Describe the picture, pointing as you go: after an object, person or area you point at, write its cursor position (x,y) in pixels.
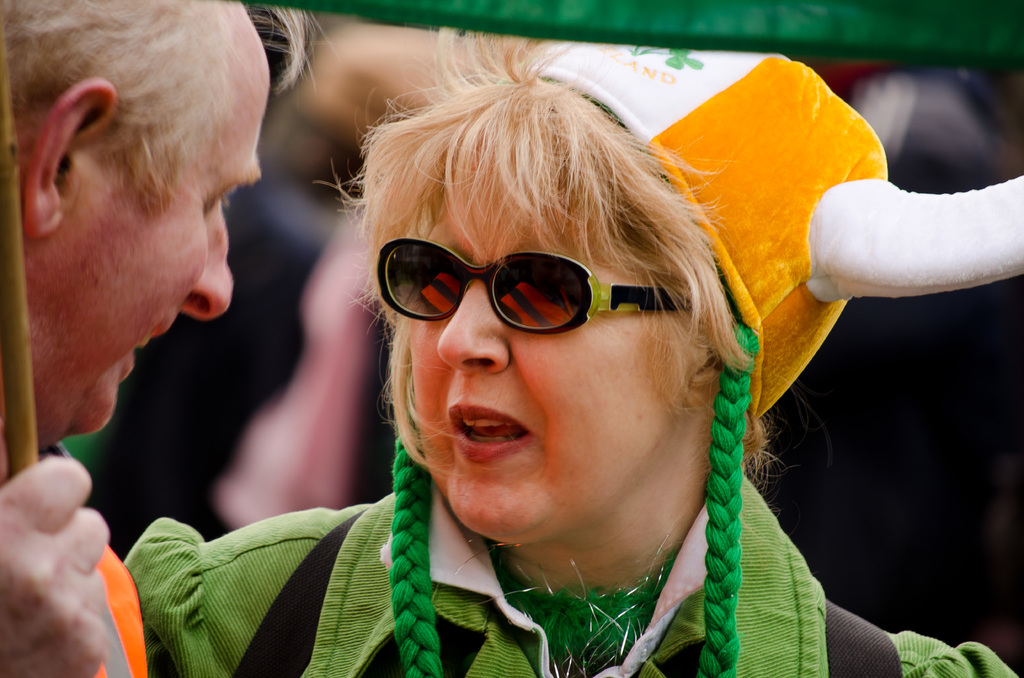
In this picture there is a woman (608,50) in the center of the image (563,345), she is wearing a costume (745,653) and there is a man (177,155) on the left side of the image (144,201).
